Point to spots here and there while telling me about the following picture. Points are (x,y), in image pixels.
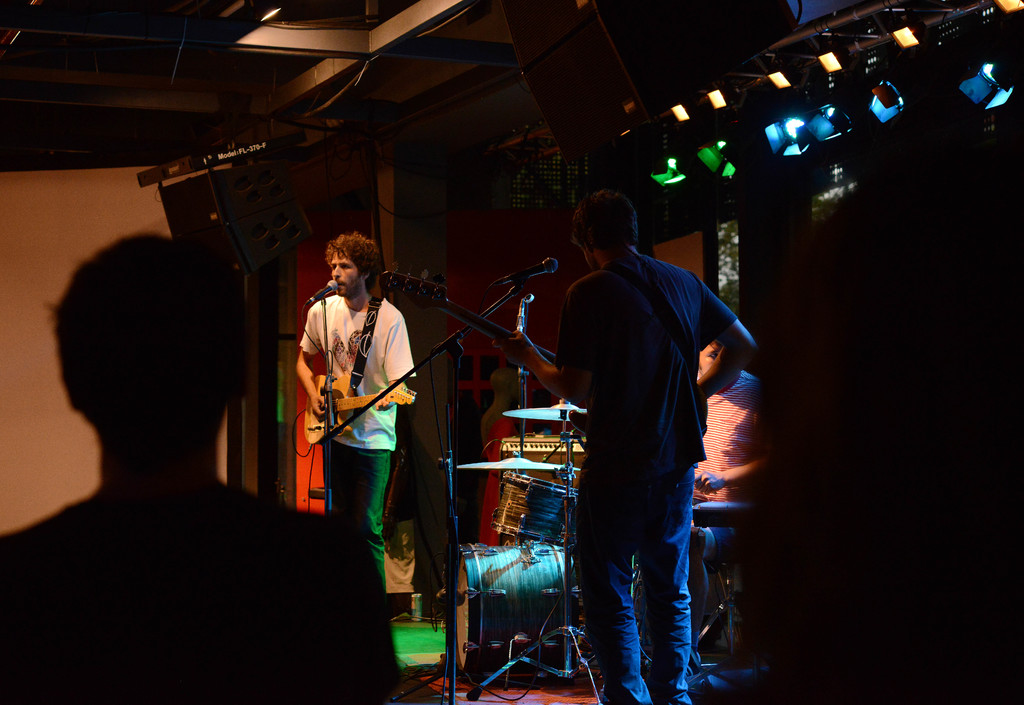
In the image we can see that, there are four people (203,590) in it. This is a microphone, guitar (426,297), musical band (479,563) and lights (730,163).
